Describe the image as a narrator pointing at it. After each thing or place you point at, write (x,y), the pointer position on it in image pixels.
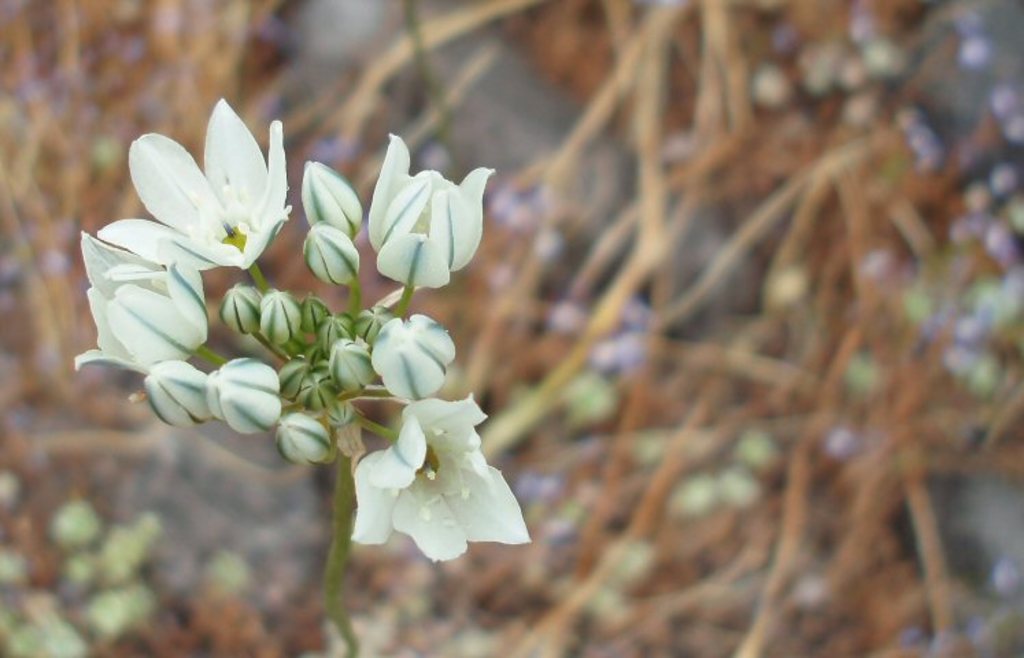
In this image I can see few flowers (351,209) in white and green color. Background (882,318) is in brown color and it is blurred.
